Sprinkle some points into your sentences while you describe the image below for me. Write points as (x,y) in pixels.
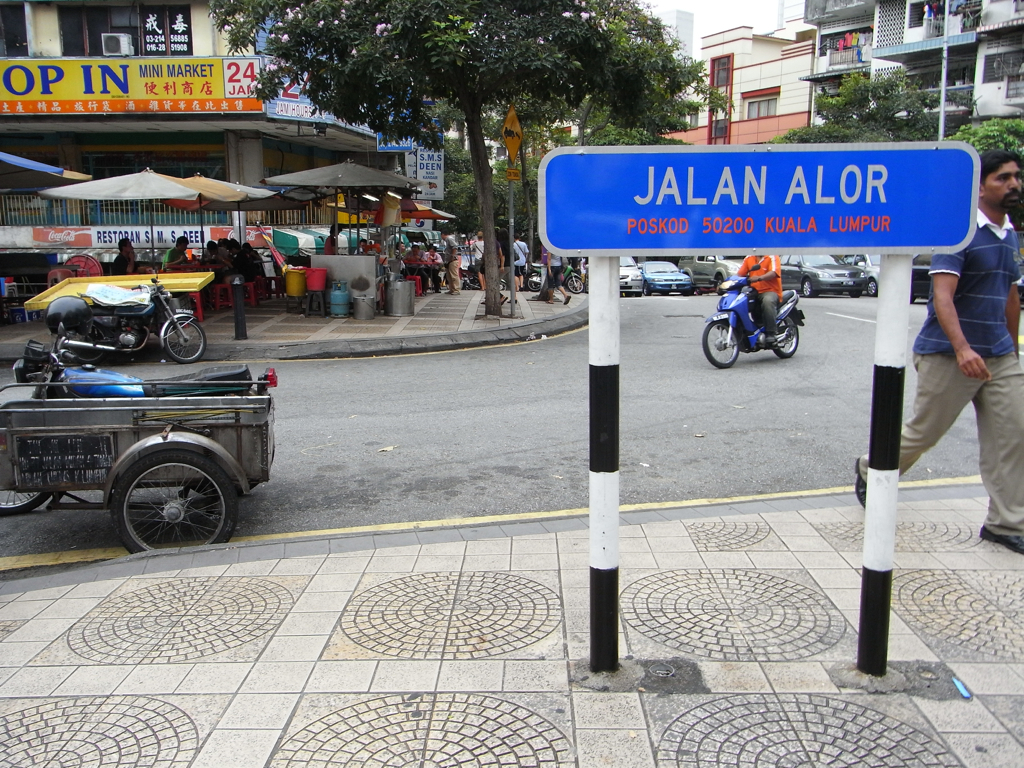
This picture describes about group of people (244,254), few are seated, few are standing and few are walking, on the right side of the image (822,215) we can see a sign board (906,246), in the background (818,105) we can find few vehicles (915,262), buildings (271,169), trees (448,195), sign boards (337,123) and few umbrellas (121,180).
